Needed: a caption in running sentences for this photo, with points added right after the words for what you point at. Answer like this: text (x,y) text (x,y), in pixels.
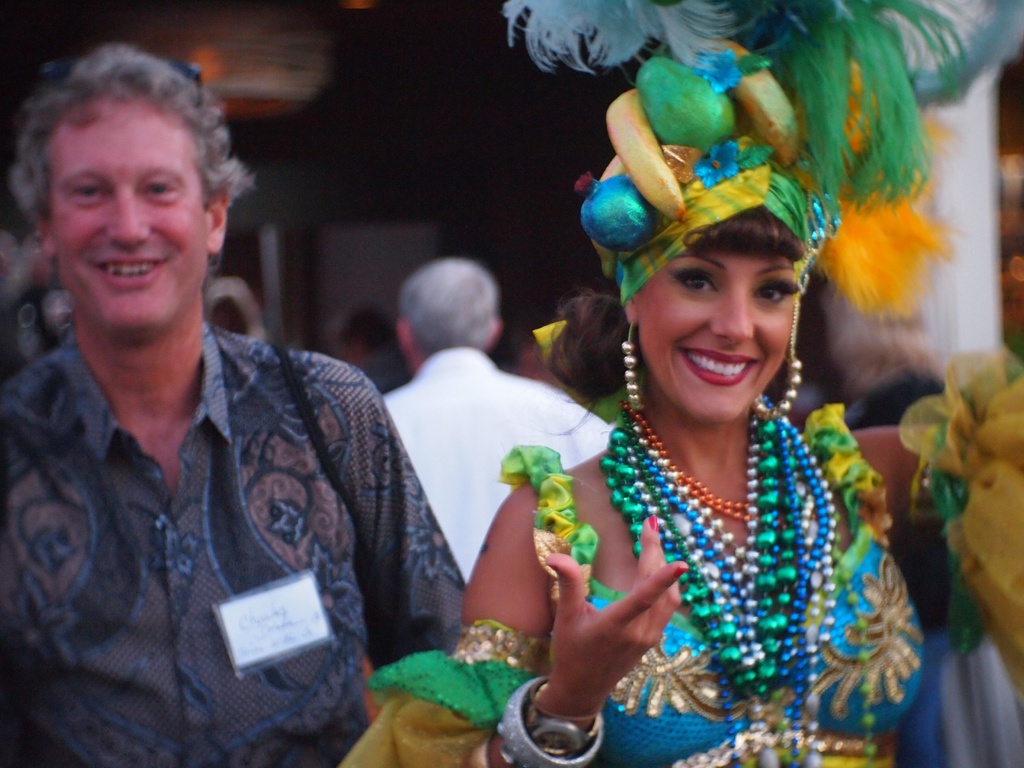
In the picture we can see women (679,345) wearing different costume (627,357), there are some persons (380,430) walking.
